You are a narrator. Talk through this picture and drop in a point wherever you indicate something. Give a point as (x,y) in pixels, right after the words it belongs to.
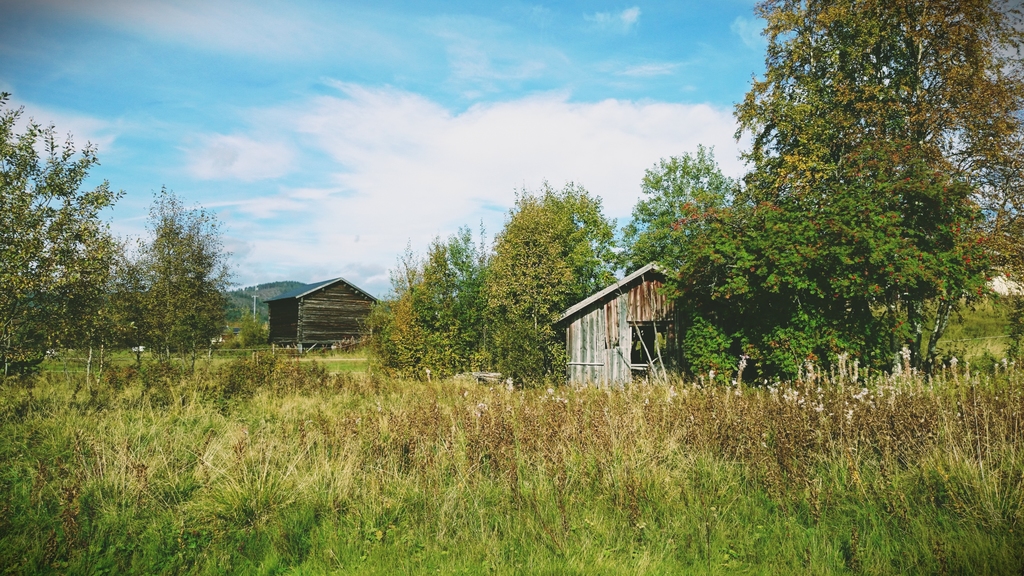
At the bottom (461,486) there is the grass (497,466), in the middle (637,362) there are wooden houses (621,314) and trees (779,369). At the top (369,105) it is the cloudy sky (334,121).
